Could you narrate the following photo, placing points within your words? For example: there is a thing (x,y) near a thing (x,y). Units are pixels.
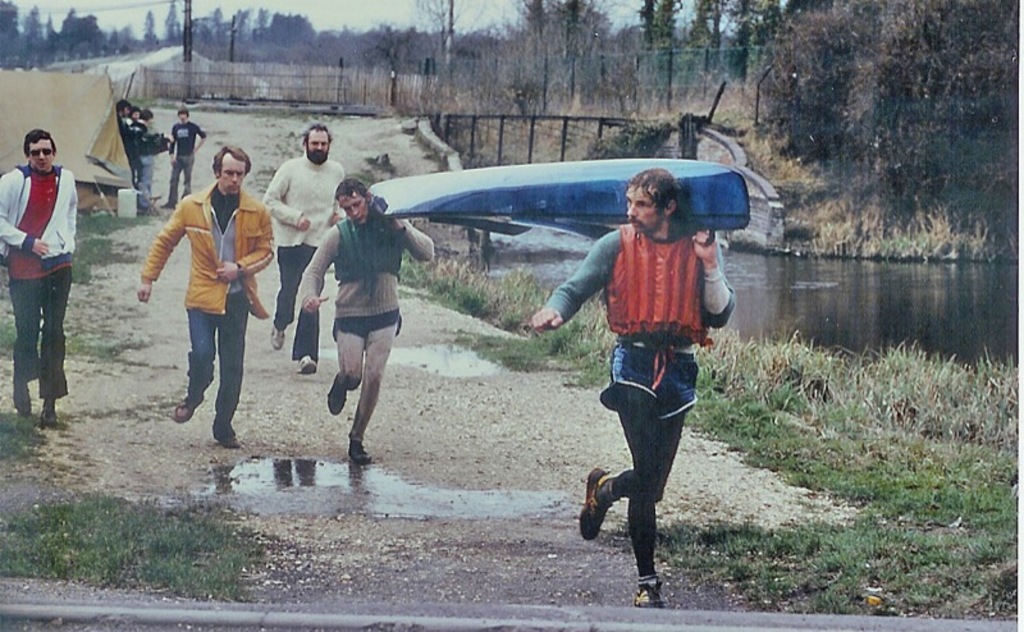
In the image there are few people (317,285) running. There are two men (629,358) holding an object (503,171) which is in blue color. On the ground (333,500) there is grass (231,572) and also there is water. On the right side of the image (835,368) there is grass (835,368) and water (916,300). In the background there is a tent (11,168). In front of the tent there are few people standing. And also there is fencing (440,77). And also there are trees (440,77) and poles (234,56).
